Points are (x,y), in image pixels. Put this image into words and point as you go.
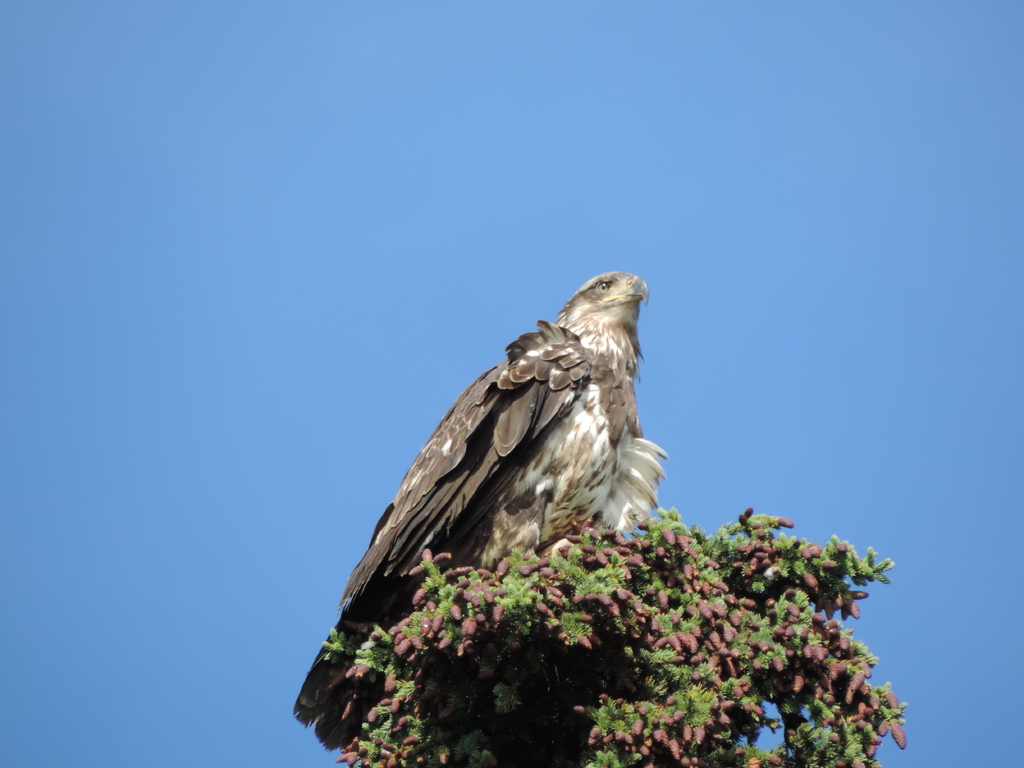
This is the image of a bird (438,466) on the tree (538,613), they look like flowers (831,666) in the foreground (565,671). And there is a sky (873,630).
